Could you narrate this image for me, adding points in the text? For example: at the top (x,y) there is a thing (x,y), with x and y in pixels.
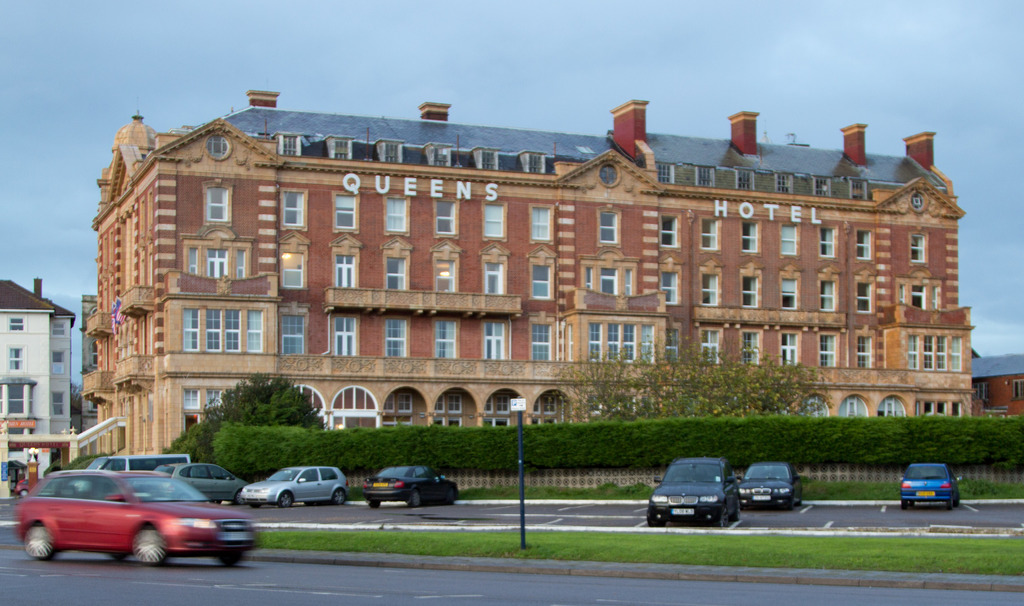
In this image there is a road (220,577) in the middle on which there is a car (122,495). Behind the road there is another road (474,507) on which there are so many cars (746,493) which are parked on the road (631,508). In the background (627,196) there is a big hotel (606,174). On the left side (41,337) there is a building (50,314). At the top (469,29) there is sky (492,15). Beside the building (536,395) there is a garden (339,444) in which there are so many plants (725,438).
